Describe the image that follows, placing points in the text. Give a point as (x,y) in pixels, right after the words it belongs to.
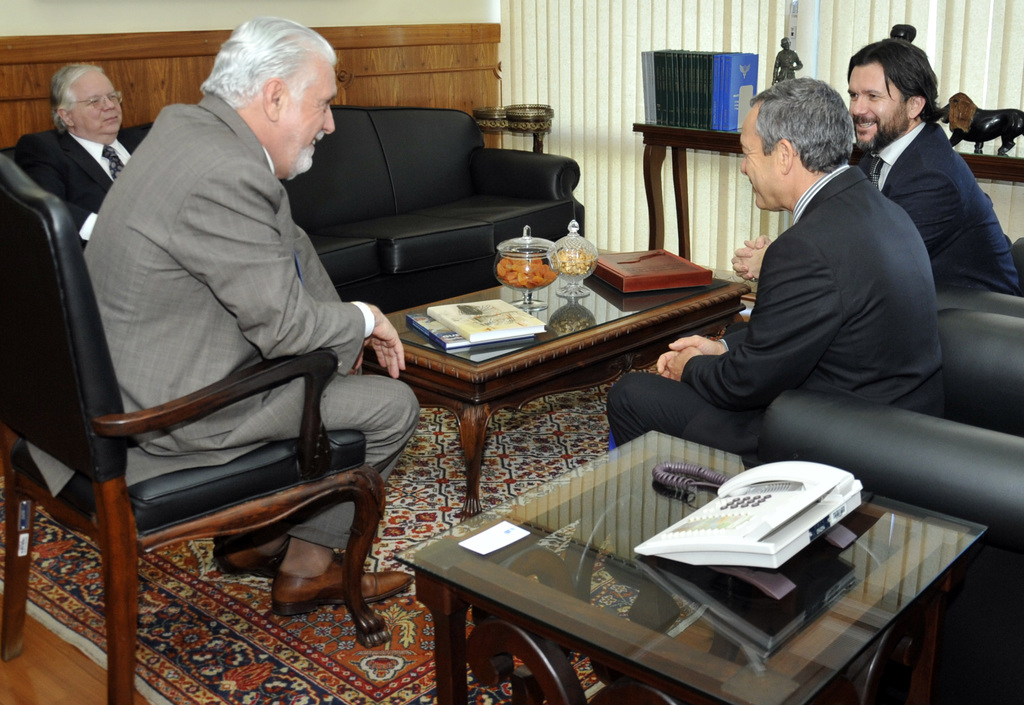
There are four members (768,190) sitting in a room (22,87) in the sofa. In the middle (535,311) there is a table (476,351) on which some files (470,332) and jars (521,270) are placed. In the background (639,237) there is a curtain (570,121) in front of which some files (662,101) were placed on the table (661,135). We can observe a landline telephone (720,508) here on the stool (617,565).
